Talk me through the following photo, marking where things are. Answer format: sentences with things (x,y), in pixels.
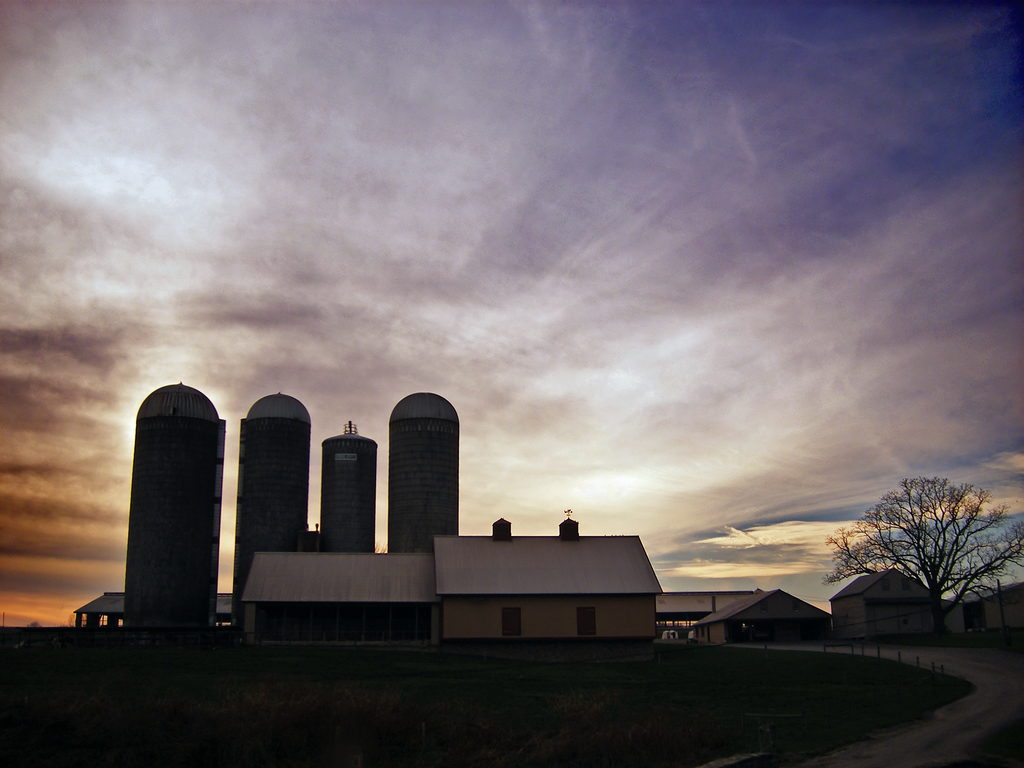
In this picture we can see a house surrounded with grass (889,713) and trees (934,572). Behind it we have 4 tanks (293,491). The sky (366,370) is dark.
